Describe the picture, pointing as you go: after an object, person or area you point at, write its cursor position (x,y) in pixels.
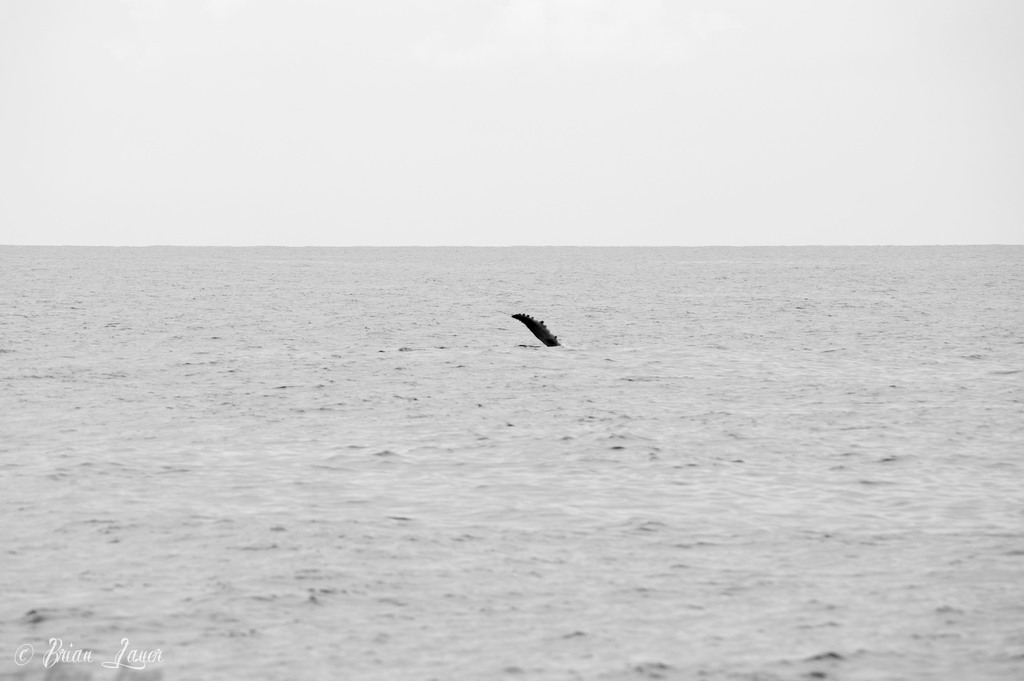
This image is clicked in an ocean (473,363). At the bottom (248,467), there is water (441,493). In the middle (544,340), there is an aquatic animal (536,330). To the top (243,137), there is sky (413,137).
